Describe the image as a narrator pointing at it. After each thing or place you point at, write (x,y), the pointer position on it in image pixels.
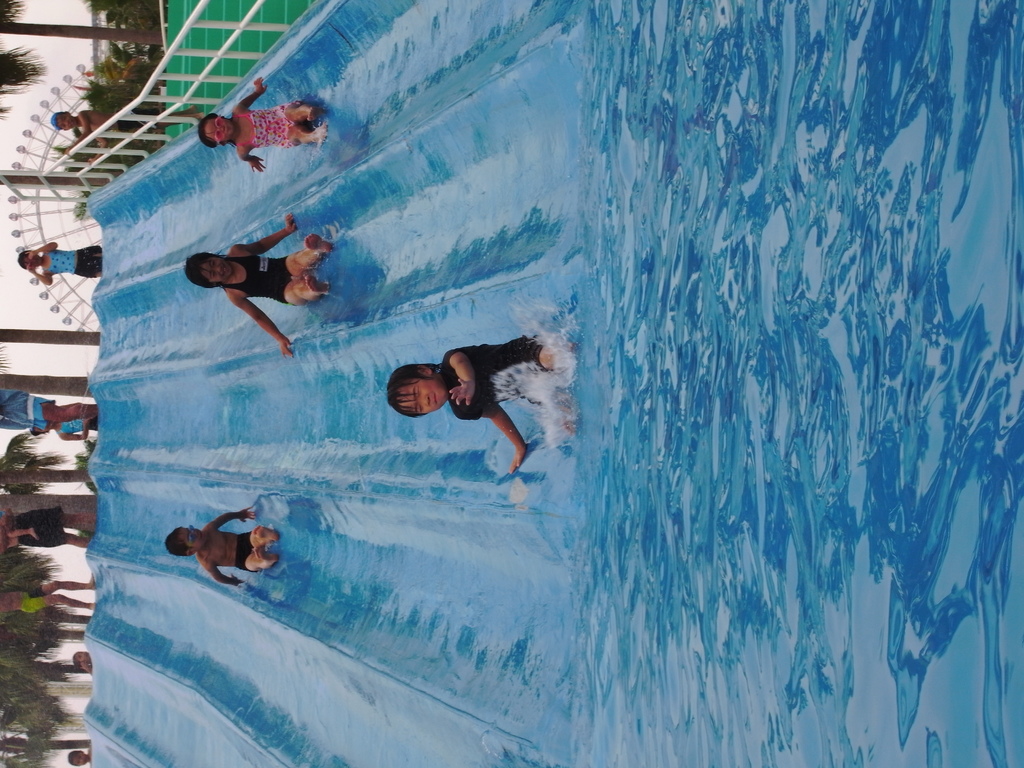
As we can see in the image there are water slides (386,569), few people (494,404) here and there, fence (136,116), plants (113,2), trees (123,43) and a sky (42,319).
